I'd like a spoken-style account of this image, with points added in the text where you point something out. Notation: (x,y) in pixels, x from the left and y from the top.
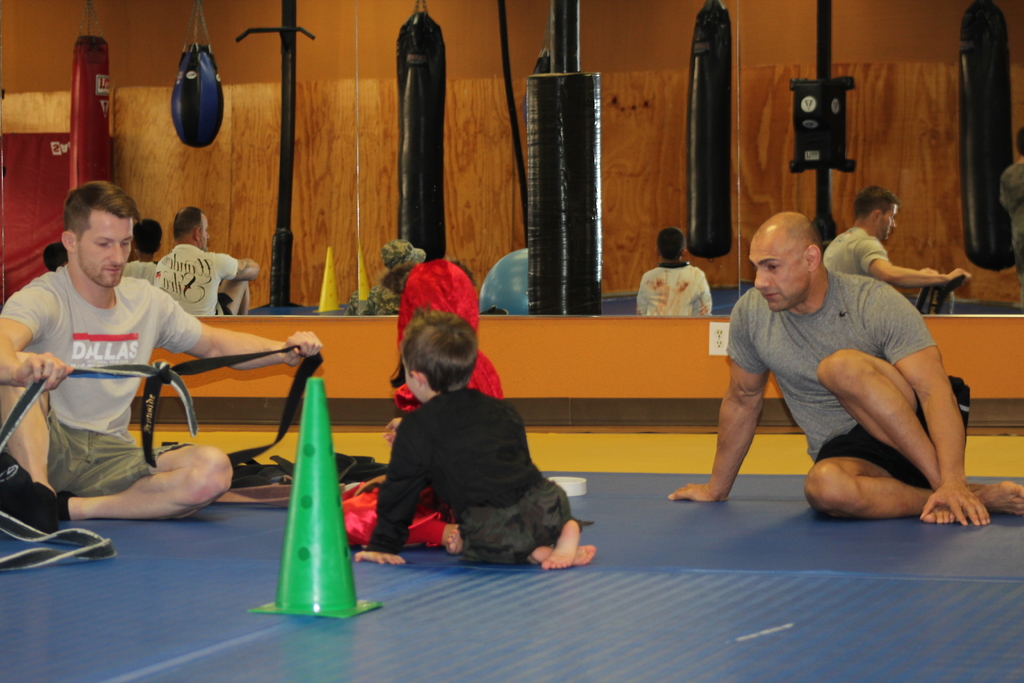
In this picture there are some people (310,342) sitting on the floor (388,455). I can observe two children (399,509) on the floor (375,585). Beside them there is a green color traffic cone (305,491). There are some sandbags (85,105) hanged to the ceiling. In the background (328,165) there is a brown color wall (328,165).
